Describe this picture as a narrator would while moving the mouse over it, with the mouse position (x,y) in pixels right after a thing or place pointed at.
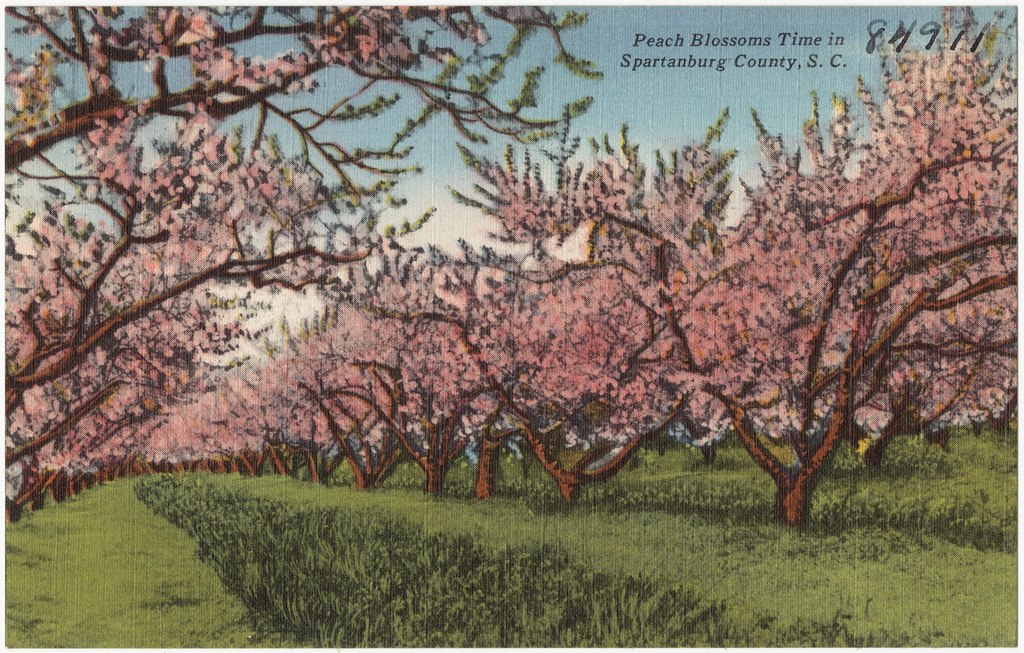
Here we can see a cartoon image, in this picture we can see some trees (47,289), at the bottom (484,539) there is grass (498,611), we can see some text (652,58) here, there is the sky (670,89) at the top of the picture (714,82).
